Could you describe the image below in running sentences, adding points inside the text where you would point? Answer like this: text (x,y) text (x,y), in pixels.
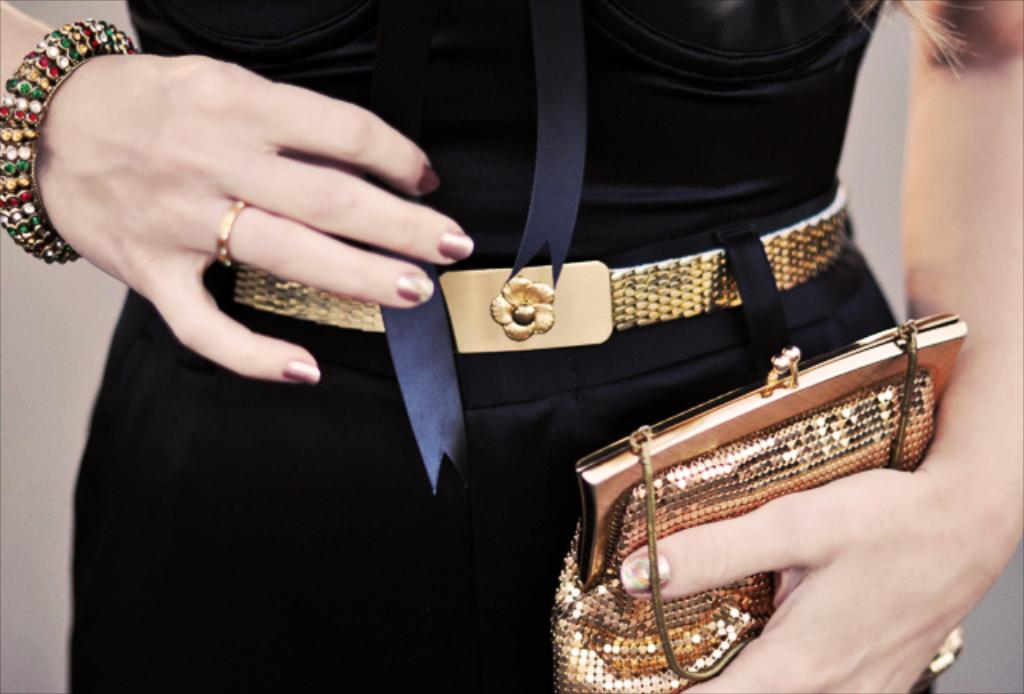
In this picture we can see a women (752,310) wearing a bangle (22,90) and she is holding a purse (730,499) in her hands (756,533).
